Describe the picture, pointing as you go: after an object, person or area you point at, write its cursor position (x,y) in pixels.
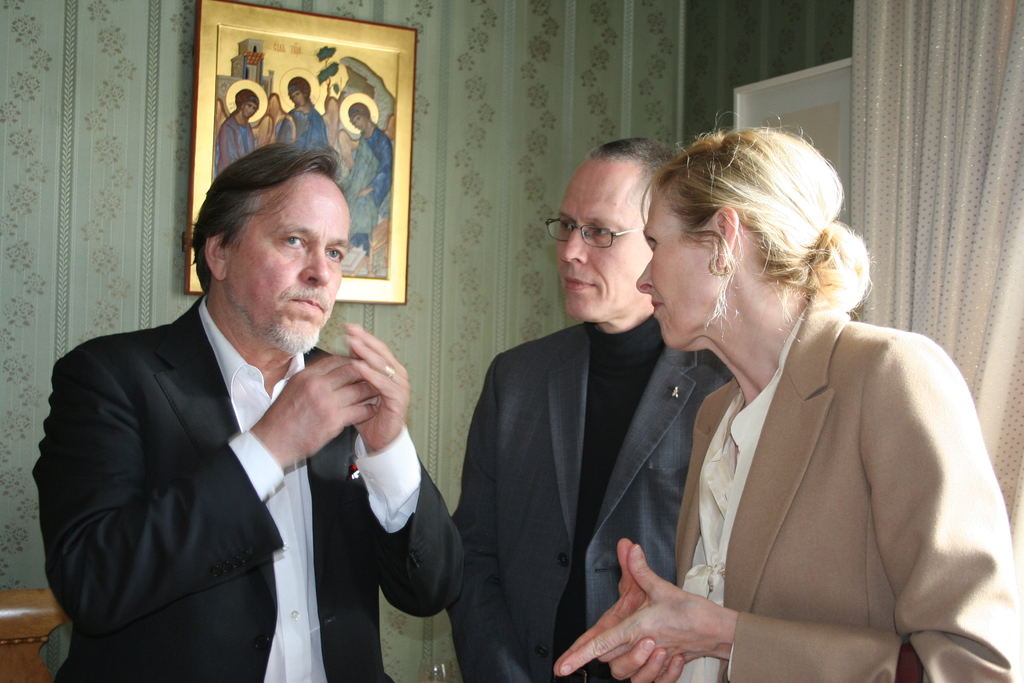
In this image we can see three people (222,324) standing. We can also see a curtain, window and a photo frame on a wall (418,404). In the foreground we can see a glass (443,682).
